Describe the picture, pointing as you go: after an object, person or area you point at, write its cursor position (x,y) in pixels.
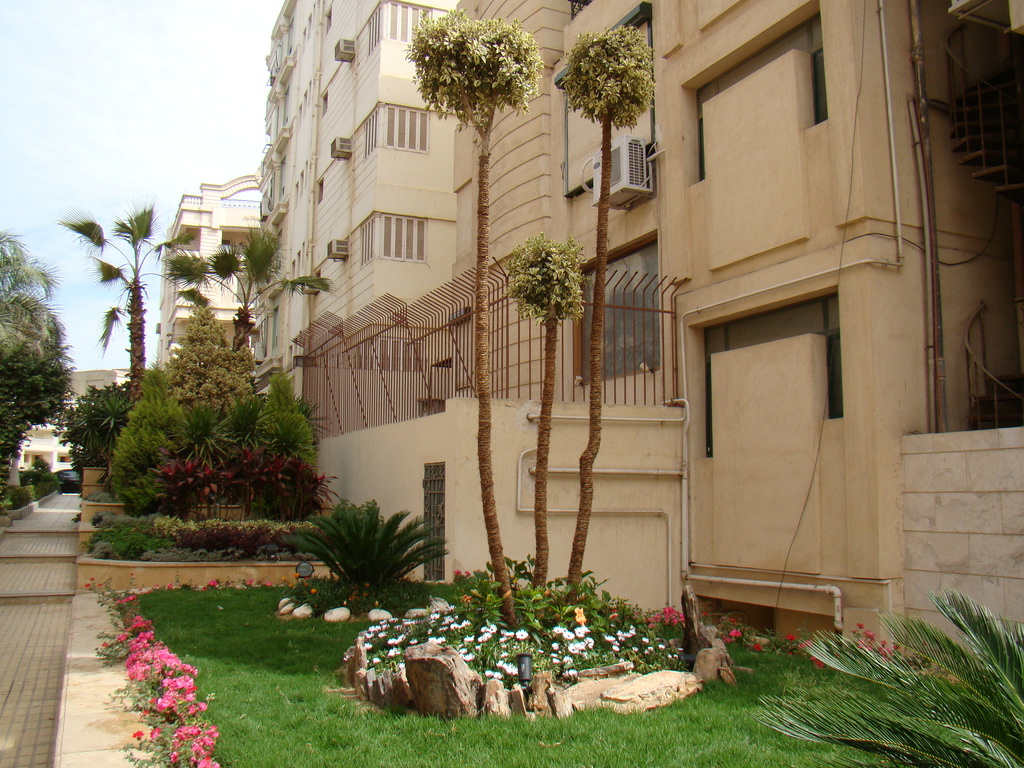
In the image we can see there are building (641,273) and trees (59,381). Here we can see grass (301,692), footpath (51,623), flower plants (486,643) and the sky (120,108). We can even see stairs (976,150) and the fence (405,386).
